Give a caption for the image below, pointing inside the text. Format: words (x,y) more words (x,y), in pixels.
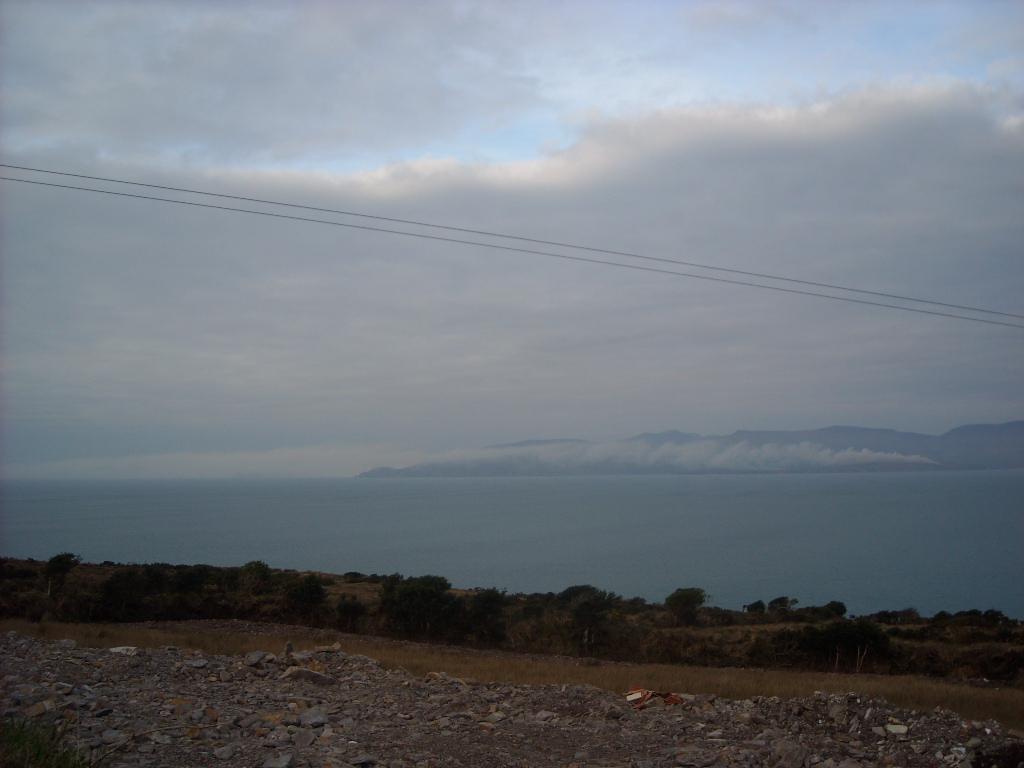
At the bottom of the image (367,758), we can see stones (522,742), few objects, trees (881,645) and plants (994,668). Background (943,450) we can see the water (685,519), hills (920,450) and cloudy sky (560,283). Here we can see the wires (1023,327) in the image.
